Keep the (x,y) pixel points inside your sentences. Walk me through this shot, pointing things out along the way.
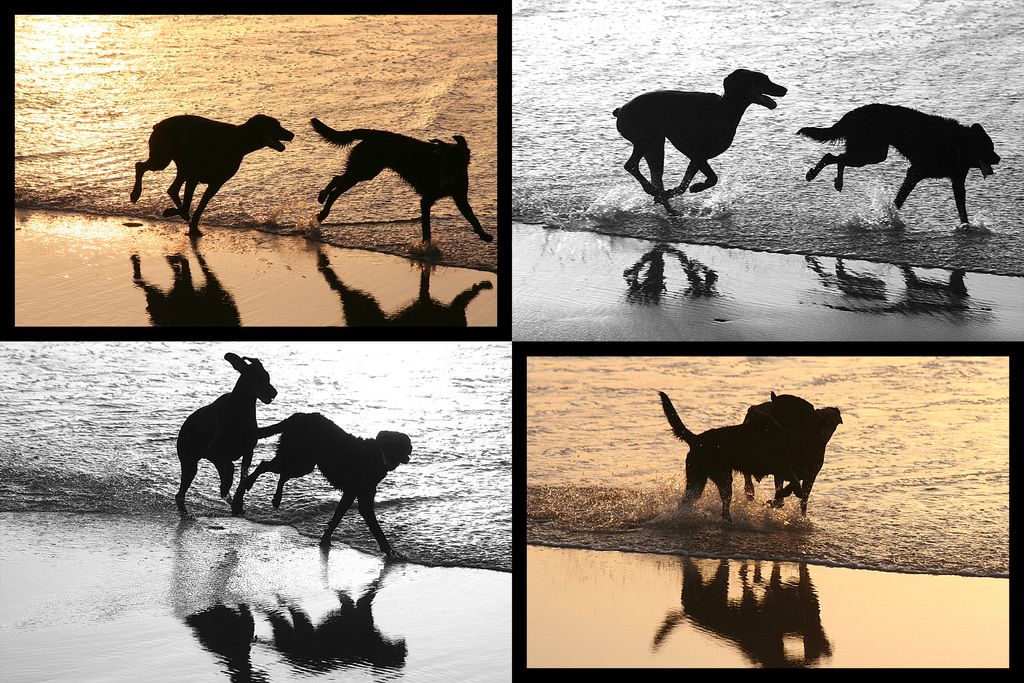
This picture is a collage picture. In this image there are two dogs (212,171) running in the water (352,208). In this picture there are two dogs (458,182) are in different positions in the water (454,511). At the bottom (330,558) there is sand (61,570) and water (471,430).
